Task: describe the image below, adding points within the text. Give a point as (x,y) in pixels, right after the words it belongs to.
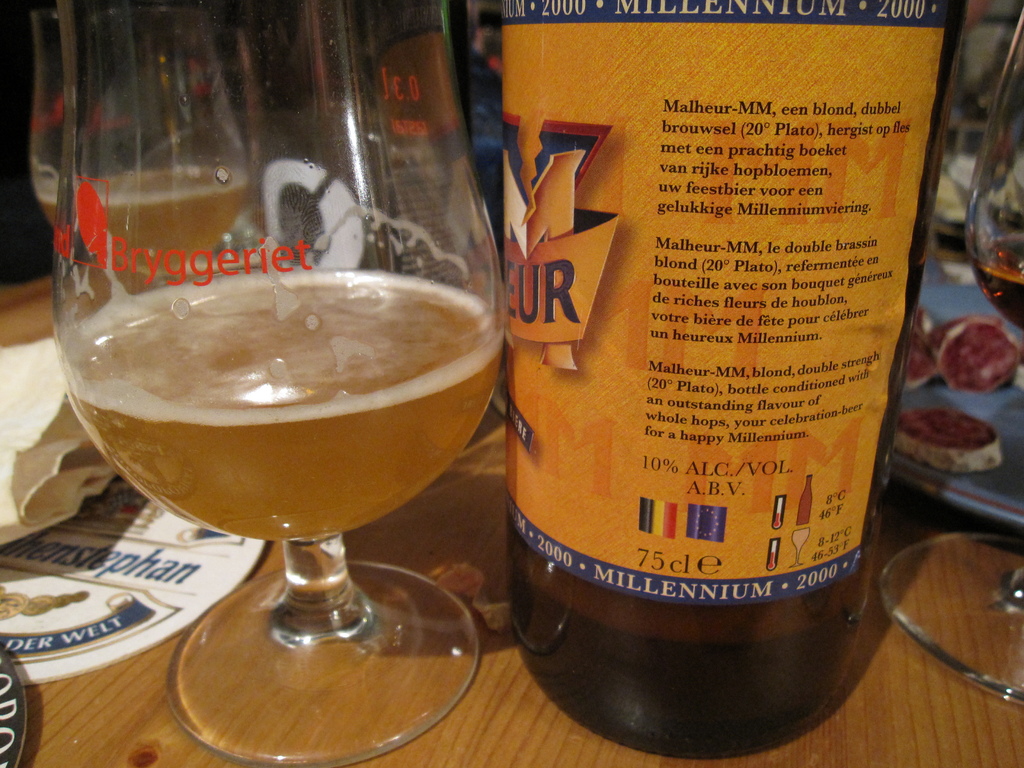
In this image we can see bottle (616,326) and a glass (184,253) on the table (113,678).
